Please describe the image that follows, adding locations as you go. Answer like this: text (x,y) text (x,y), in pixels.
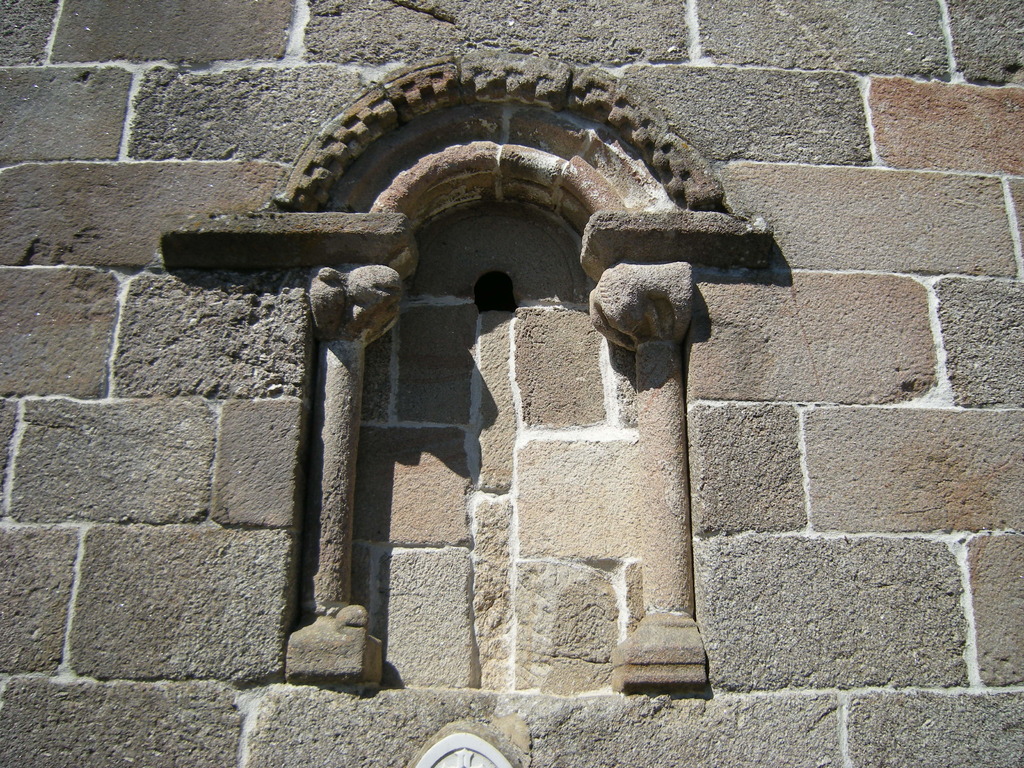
In this picture there is an arch (575,288) in the center of the image (575,288), on a wall (378,390).
